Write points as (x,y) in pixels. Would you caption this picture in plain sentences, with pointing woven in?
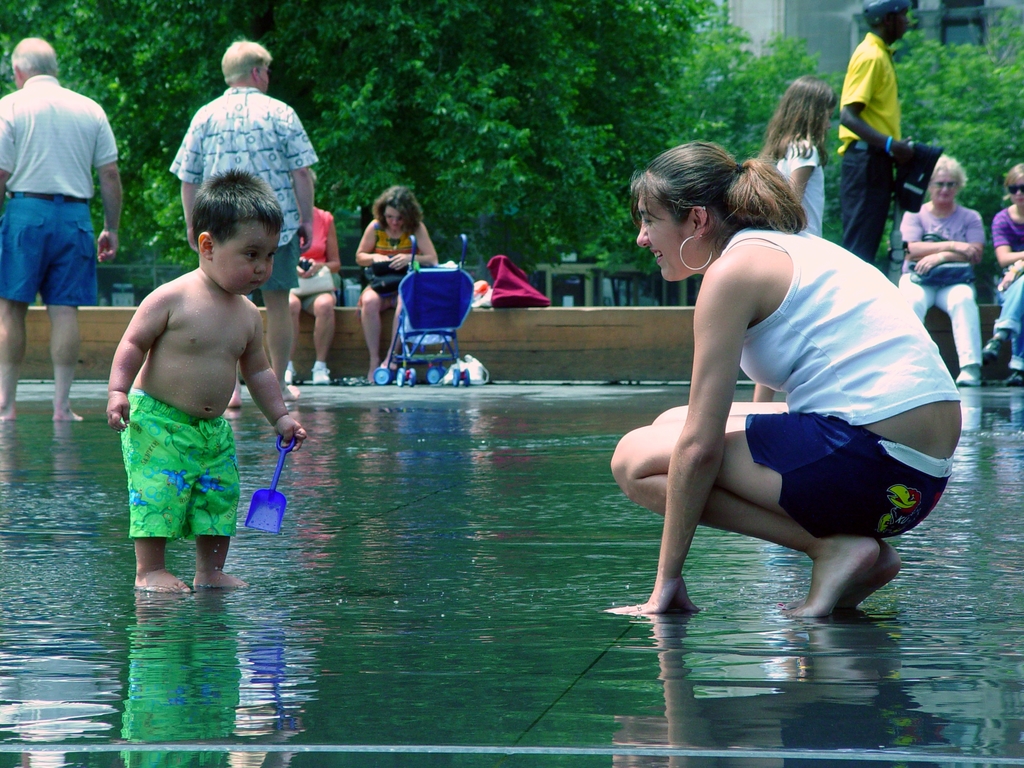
This is an outside view. Here I can see the water (491,671) on the ground (633,686). On the right side (835,493) there is a woman (701,282) sitting and smiling by looking at the baby (200,330) who is standing on the left side (149,506). In the background (259,152) few people (76,195) are standing and few people (421,266) are sitting on a wall (480,340) and there is a baby chair (413,333). In the background (501,116) there are many trees (571,119).
